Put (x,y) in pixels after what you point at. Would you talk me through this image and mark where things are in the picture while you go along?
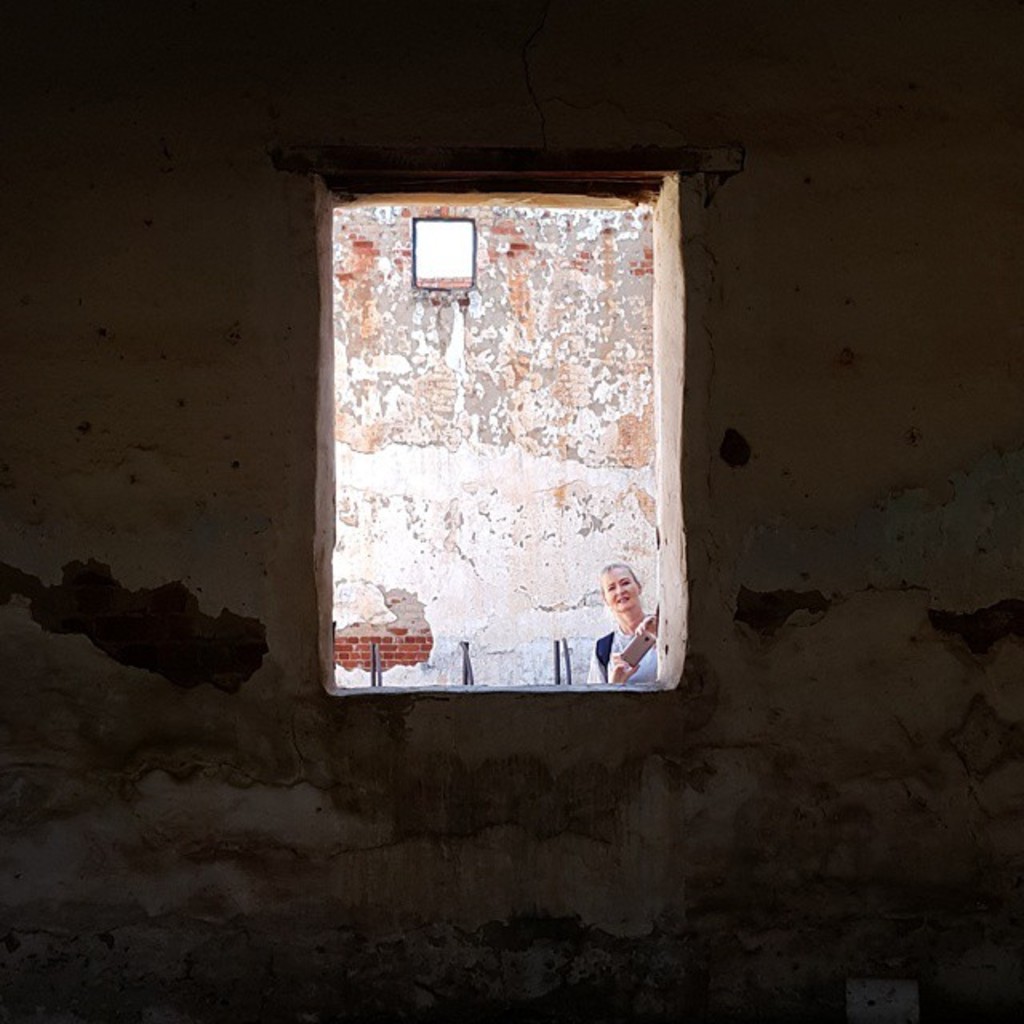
In this picture I can see there is a wall (226,757) with a window (646,575) and there is a woman (619,656) standing on the other side and she is holding a object (632,658) and in the backdrop (538,521) I can see there is another brick wall (345,487).
